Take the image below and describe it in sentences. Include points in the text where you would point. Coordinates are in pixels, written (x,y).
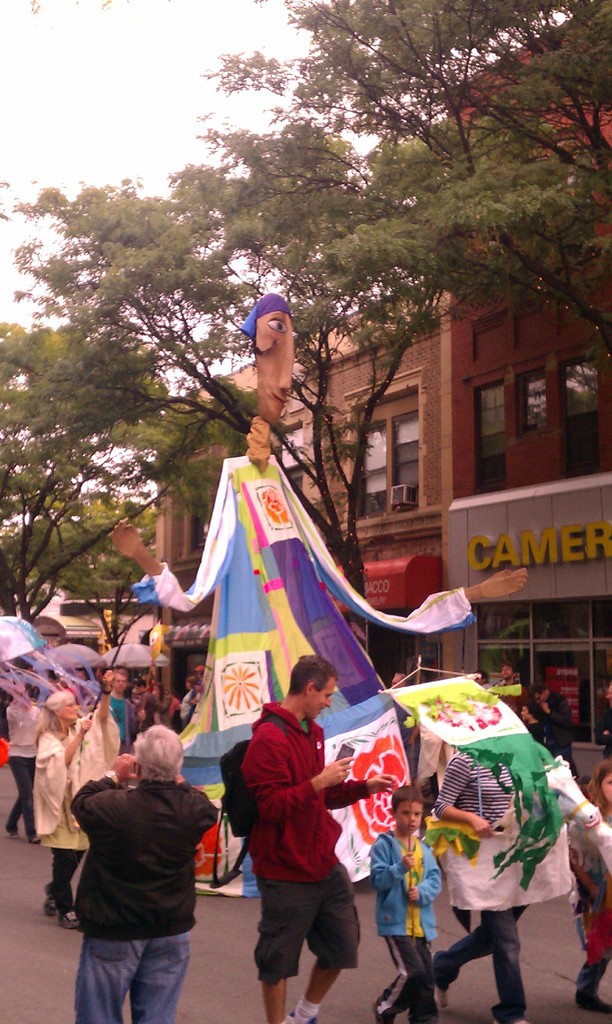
In the image in the center (213,566) we can see one toy (213,566) and cloth (250,577). And we can see few people (125,812) were walking on the road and they were holding some objects (515,898). In the background (365,310) we can see the sky (162,96), clouds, trees (378,259), buildings (586,580), banners (603,538), umbrellas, wall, glass (570,616) etc.
